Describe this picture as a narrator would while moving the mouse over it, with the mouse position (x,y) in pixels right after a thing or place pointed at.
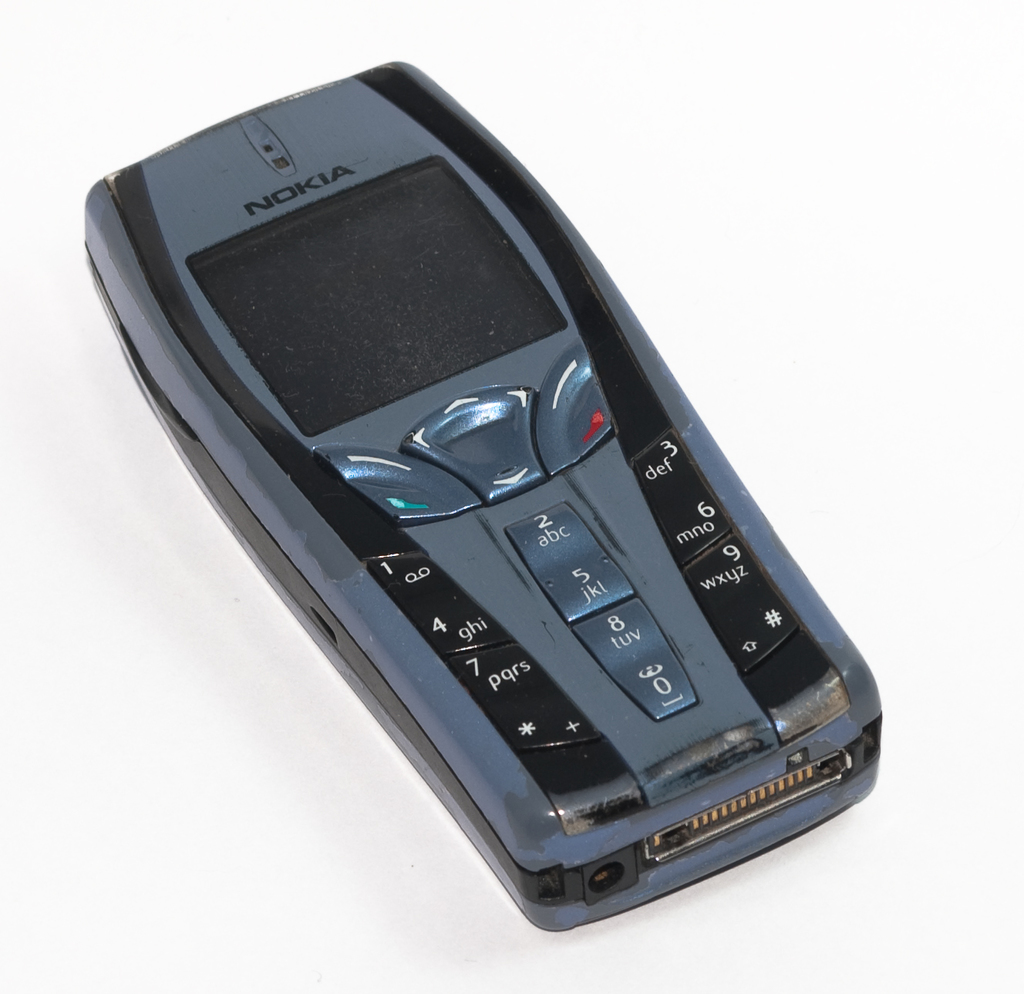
In this picture there is a nokia mobile (404,387) which has few numbers (624,634) and some other buttons (542,469) on it.
